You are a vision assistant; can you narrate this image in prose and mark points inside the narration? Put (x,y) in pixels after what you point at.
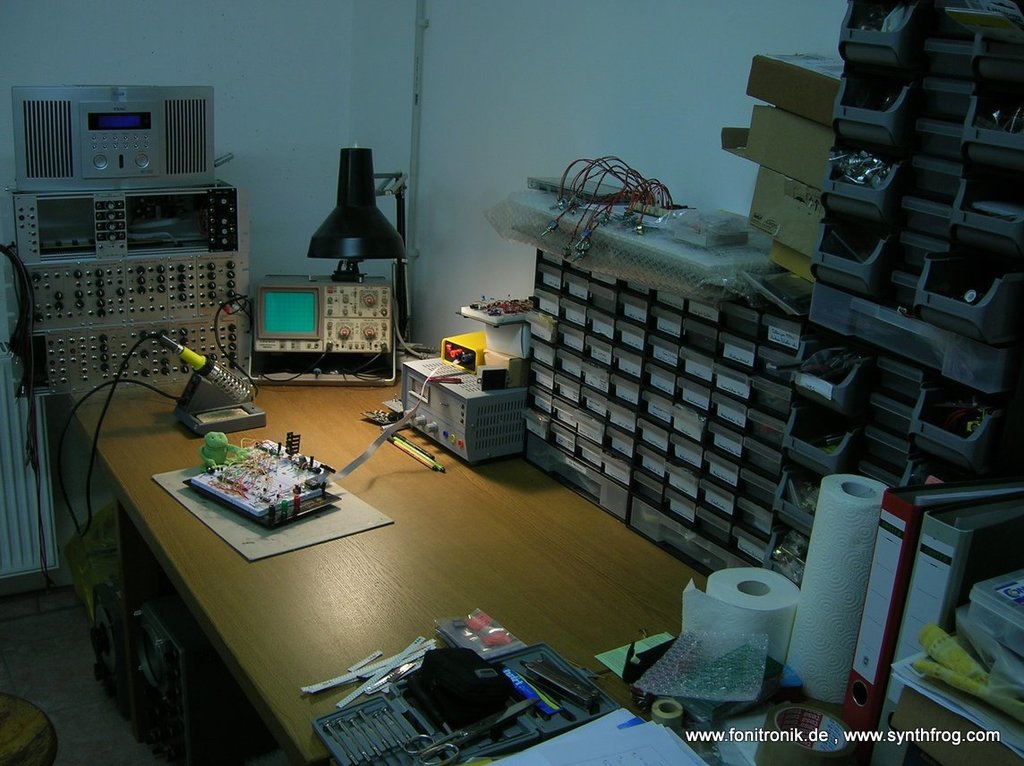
This is an inside view. In this image I can see a big table (445,587), on that few boxes (669,431), few electronic devices (482,406) and files (872,667) are arranged in an order. In the background (538,84) there is a wall (394,51). It is looking like a lab.
